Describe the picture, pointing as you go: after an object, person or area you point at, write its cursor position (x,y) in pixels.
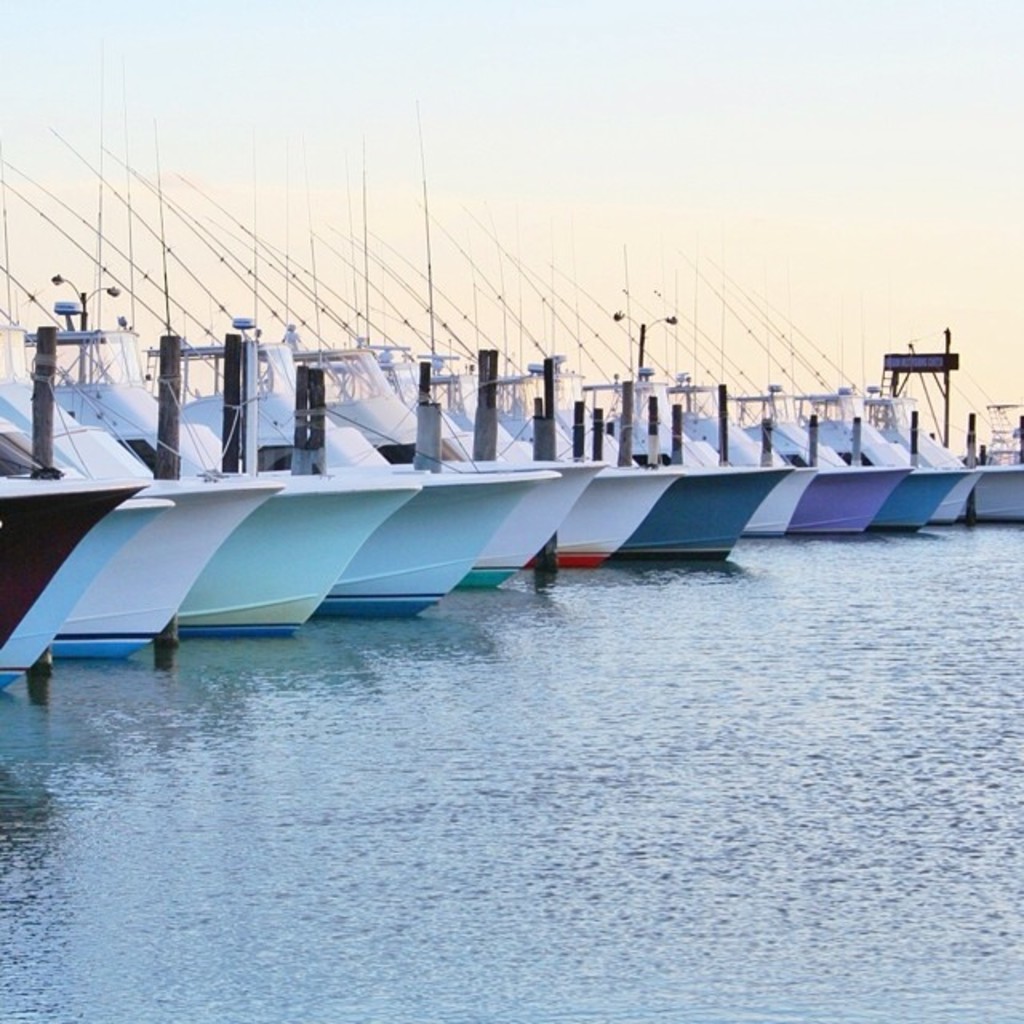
Here I can see some boats (488,497) on the water (367,851). On the right side (913,372) there is a board (899,365). On the top of the image (391,91) I can see the sky (323,99).
